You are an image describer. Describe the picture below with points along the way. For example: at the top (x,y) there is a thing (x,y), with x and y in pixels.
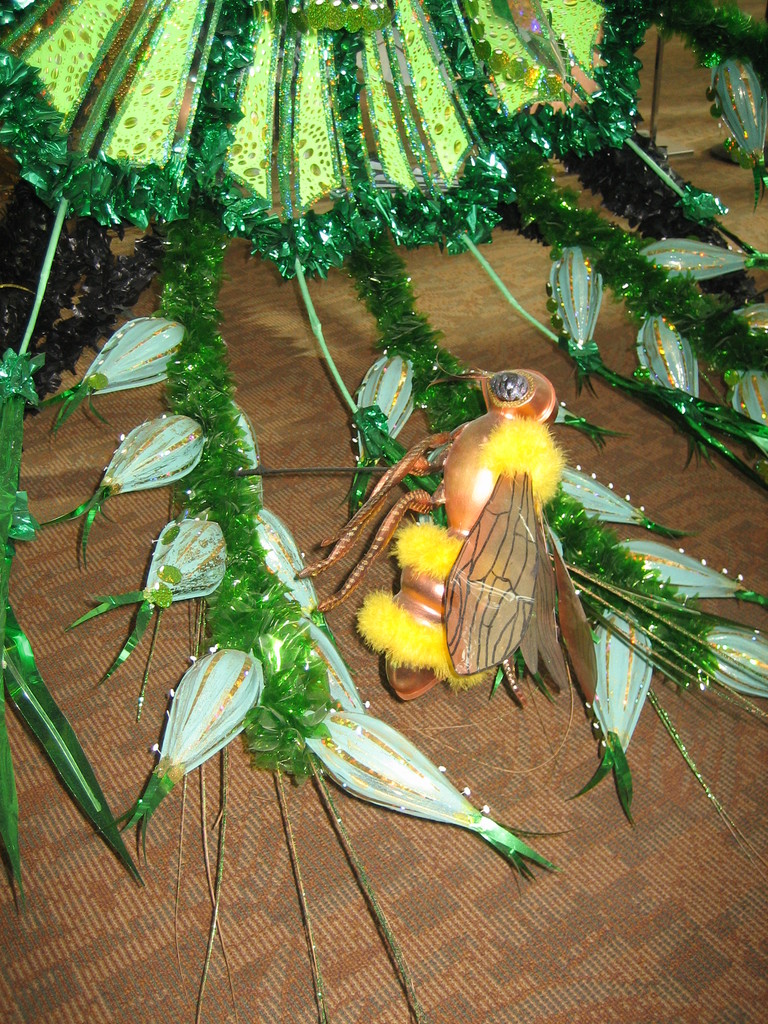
In this image we can see a decorative items (573,494) those are insect (433,551) and a tree (160,450).
